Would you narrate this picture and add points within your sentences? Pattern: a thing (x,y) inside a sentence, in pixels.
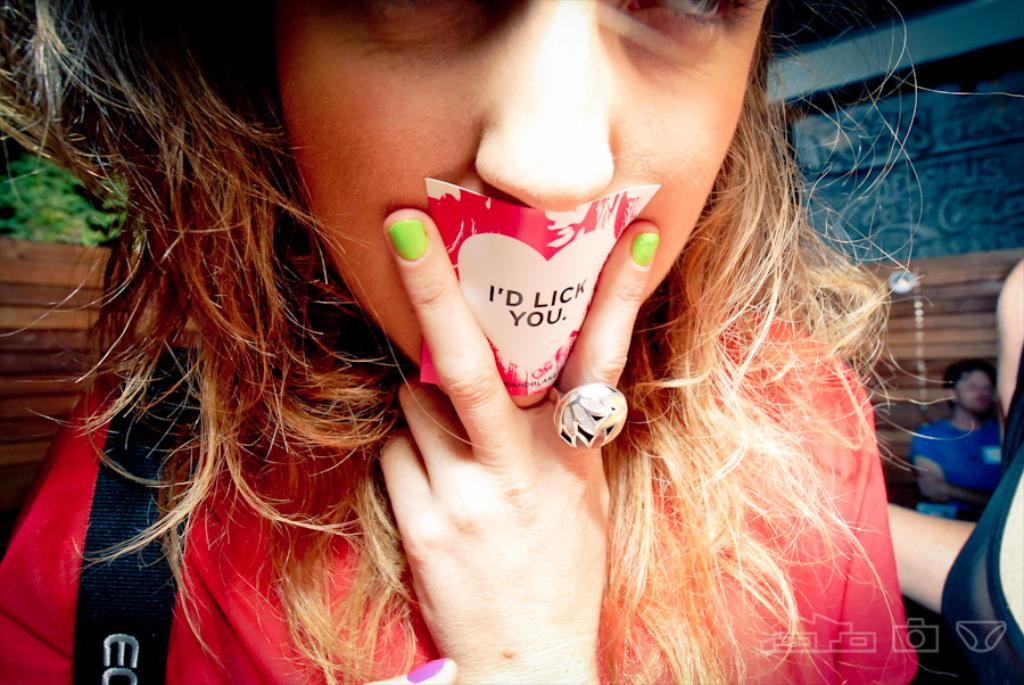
This woman (598,541) wore a ring (570,391) and holding a sticker (545,216). Background (44,182) it is blurry, we can see tree (96,202) and person (964,422).
